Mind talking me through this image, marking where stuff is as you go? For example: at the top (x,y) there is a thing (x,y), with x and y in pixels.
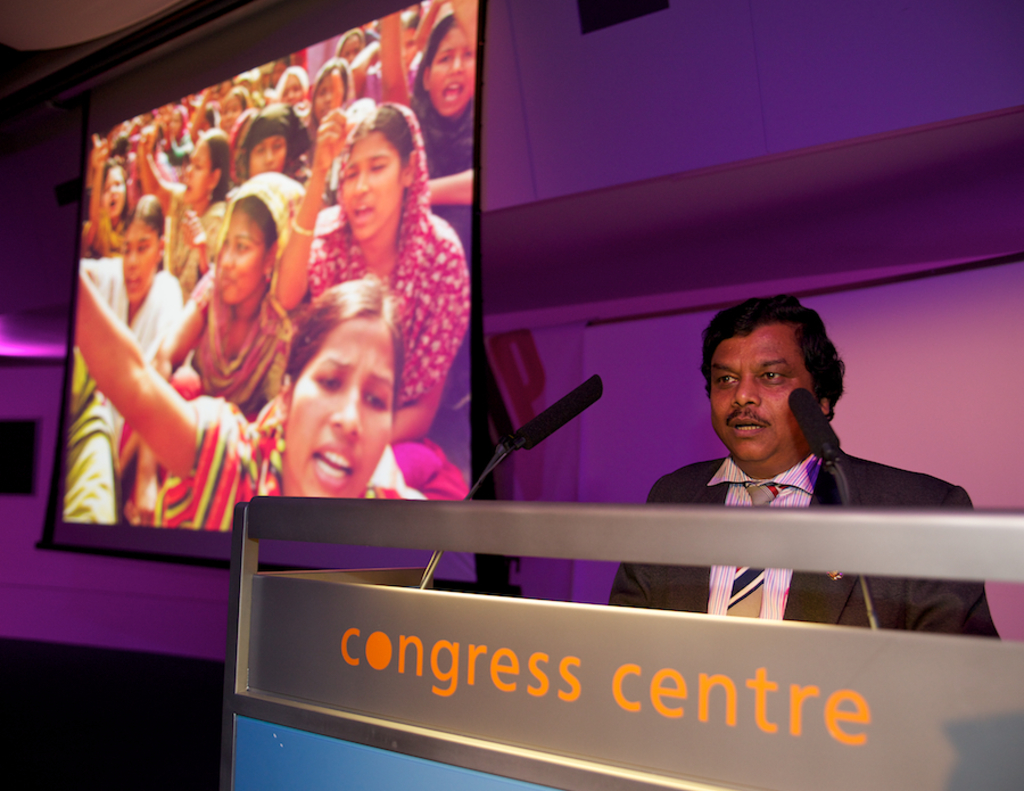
In this image there is a person (891,473) standing near the podium (581,610), and there are mics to the podium (452,514), there is a screen (205,362) near to the podium (781,750), and in the background (975,444) there is a wall (975,444).
